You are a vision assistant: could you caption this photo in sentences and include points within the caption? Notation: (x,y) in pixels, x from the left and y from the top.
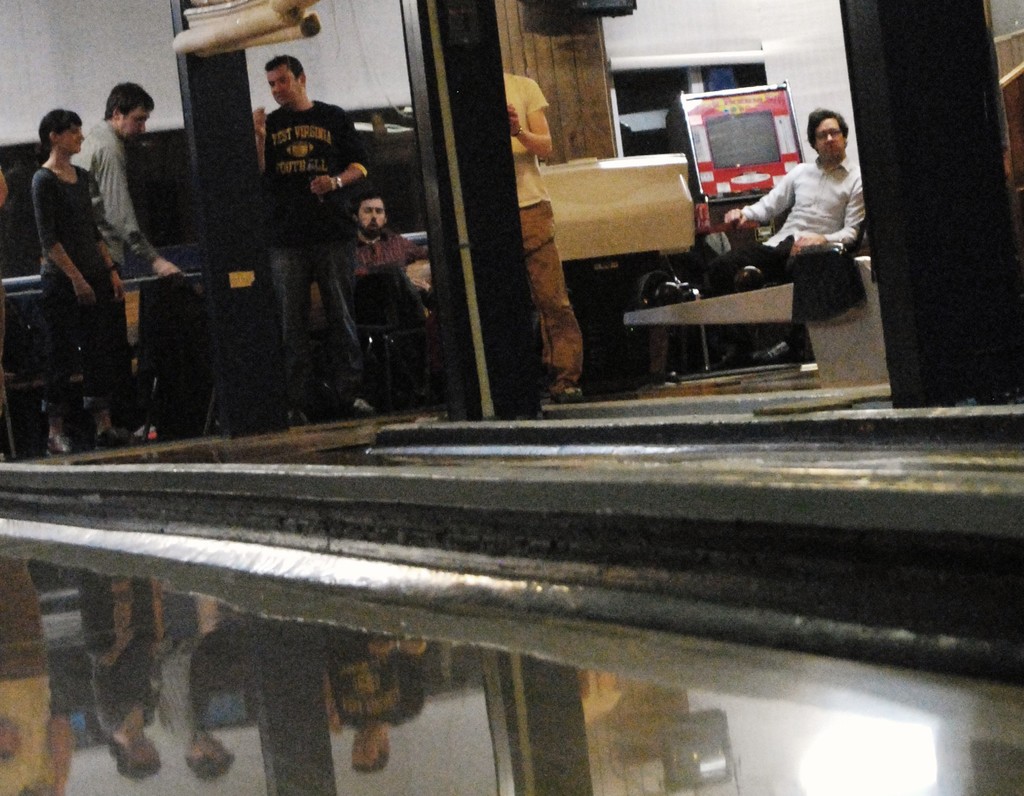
In the foreground of this picture (366,715), there is a glass (412,746). In the background (302,244), there are persons (813,185), board (721,138), wall (596,112), glass window (624,86), and the pillars (473,129).
